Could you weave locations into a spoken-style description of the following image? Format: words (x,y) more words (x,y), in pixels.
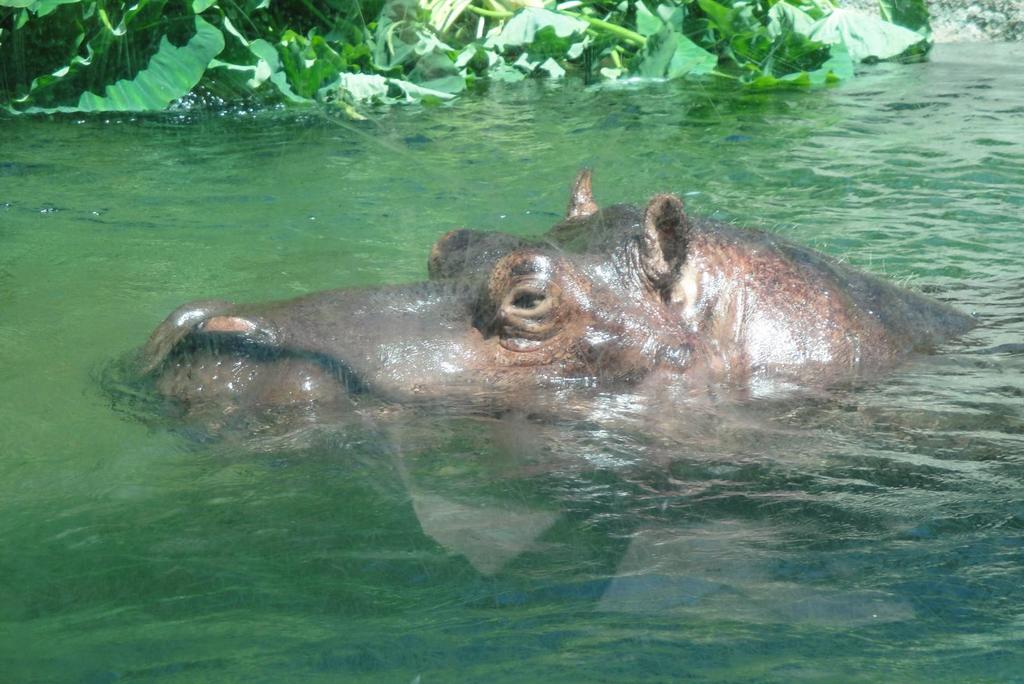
In this picture, there is a hippopotamus (919,309) in the water (831,554). On the top (446,81), there are plants (411,71).
